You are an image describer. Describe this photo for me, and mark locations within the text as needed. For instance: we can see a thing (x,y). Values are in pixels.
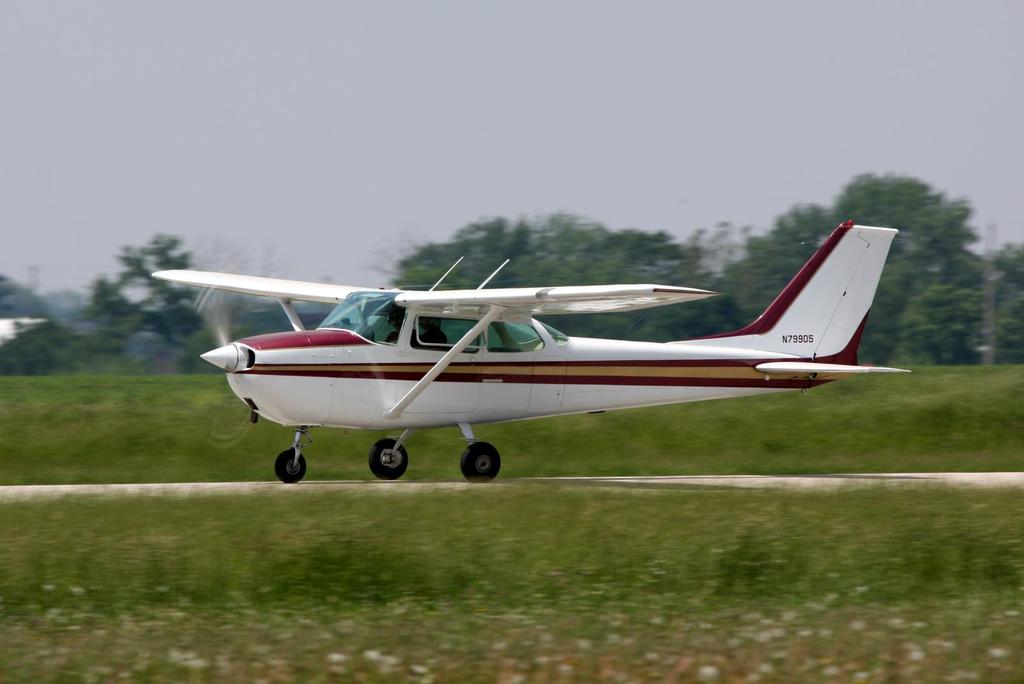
In this image there is the sky (332,142) towards the top of the image (352,149), there are trees (820,227), there is an aircraft (526,400), there is a person (425,330) sitting in the aircraft (377,364), there is the grass (338,586), there are plants (459,627) towards the bottom of the image (773,648), there are flowers (901,633).
